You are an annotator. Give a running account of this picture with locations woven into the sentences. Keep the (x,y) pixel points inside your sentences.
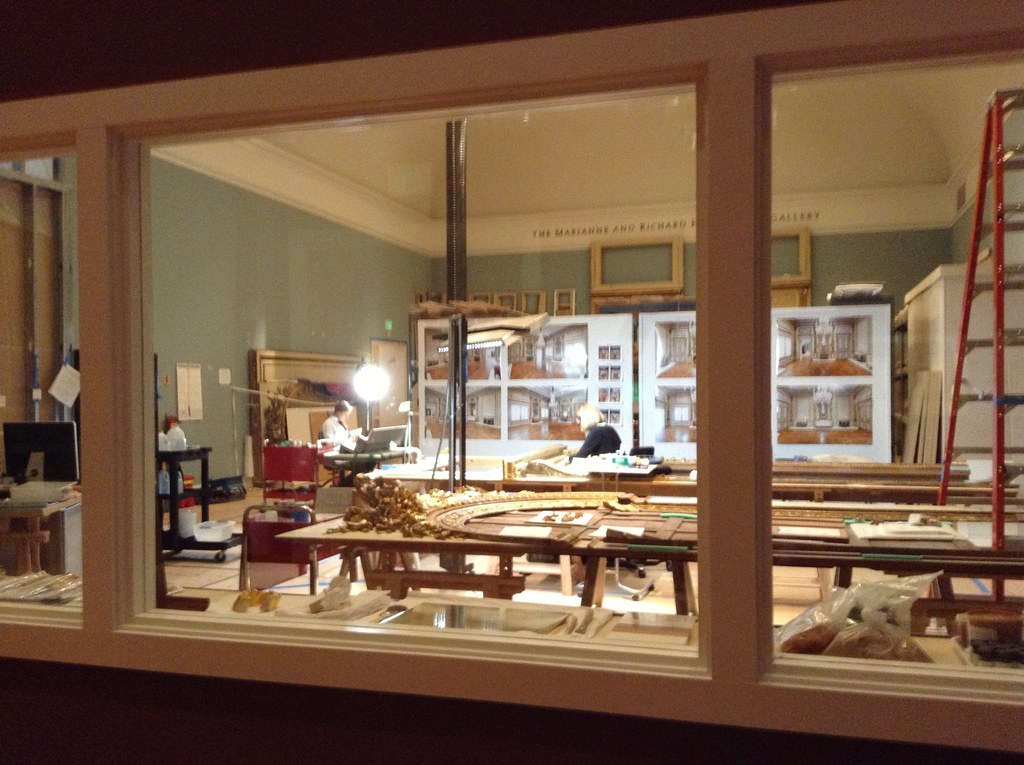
There are windows (737,438) in the foreground area of the image (748,434), it seems like a dining table (484,480), showcases (691,364), cupboards (936,309), people (599,451) and other objects (48,576) in the background (408,461).
